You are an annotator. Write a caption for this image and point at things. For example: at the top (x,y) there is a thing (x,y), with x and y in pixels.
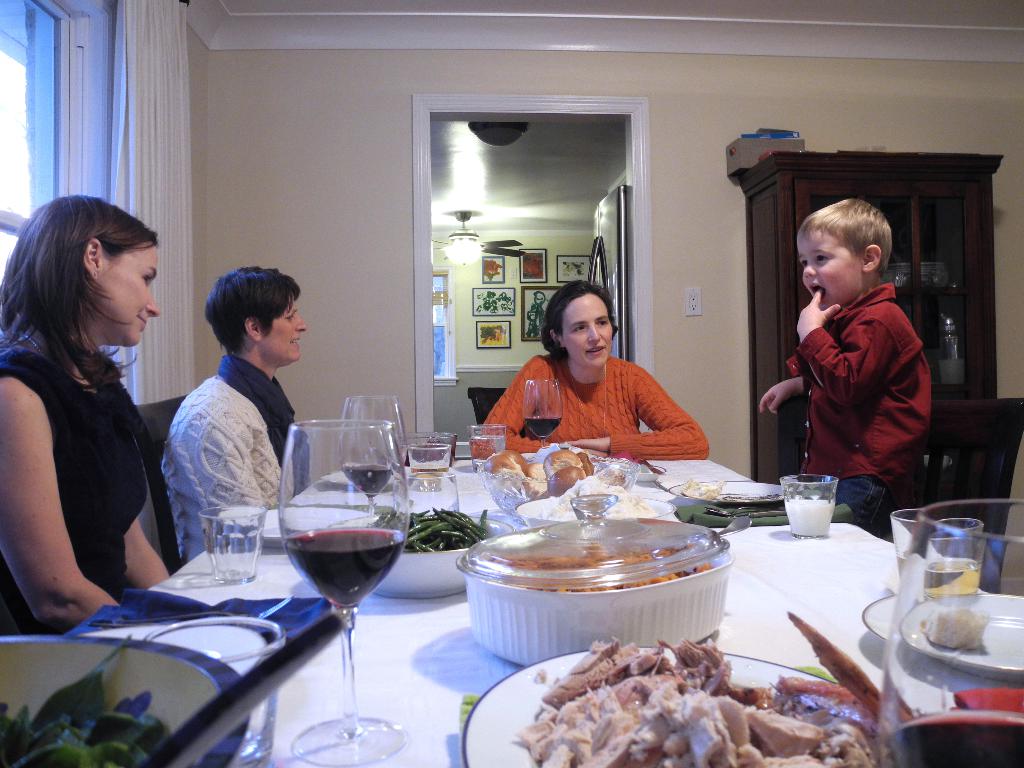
The photo consists of a dining table (362,640) on it there are plates (508,730), wine glasses (380,454), glasses (447,449), food (572,749). On the chair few people (88,508) are sitting on the right (880,317) a boy (864,343) wearing red shirt (859,353) is standing. Beside him there is a cupboard (933,207). On the left (16,125) there is a window (75,89) and curtain (156,30). In the background (478,194) there is another room (504,271), fan (454,233), there are many photos (504,333) hanged on the wall (443,419). There are three ladies (597,397) sitting on the chair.
